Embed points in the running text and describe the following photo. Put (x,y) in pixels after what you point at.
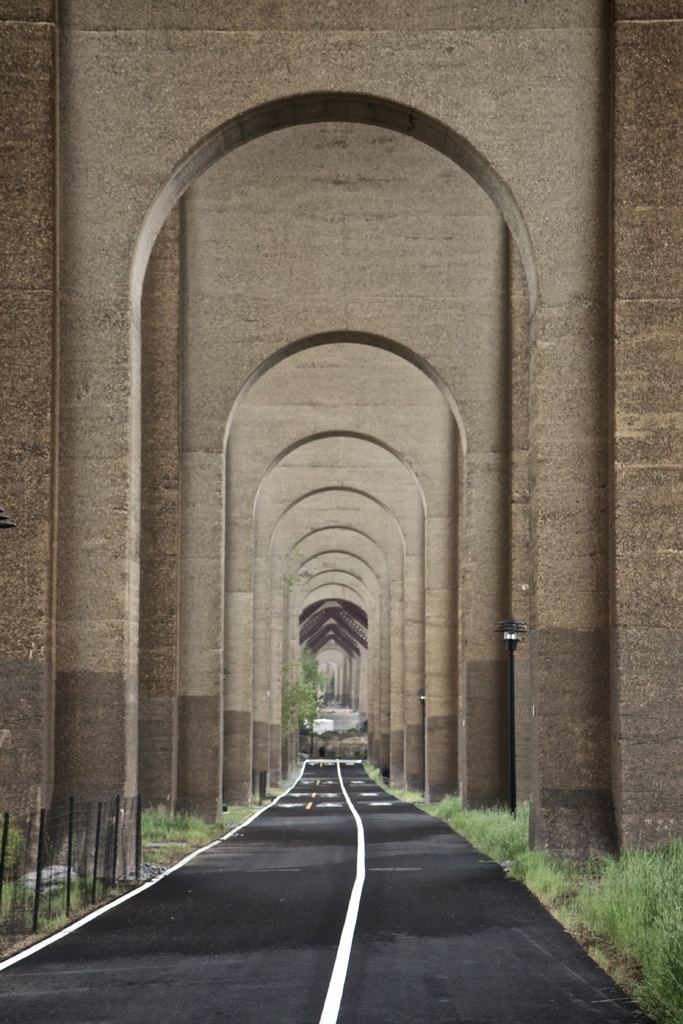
In the picture we can see a gateway (236,607) under it we can see a road (247,855) and beside the road (76,930) we can see grass (252,810) and in the background (356,695) we can see a building (346,694) far away from it.
